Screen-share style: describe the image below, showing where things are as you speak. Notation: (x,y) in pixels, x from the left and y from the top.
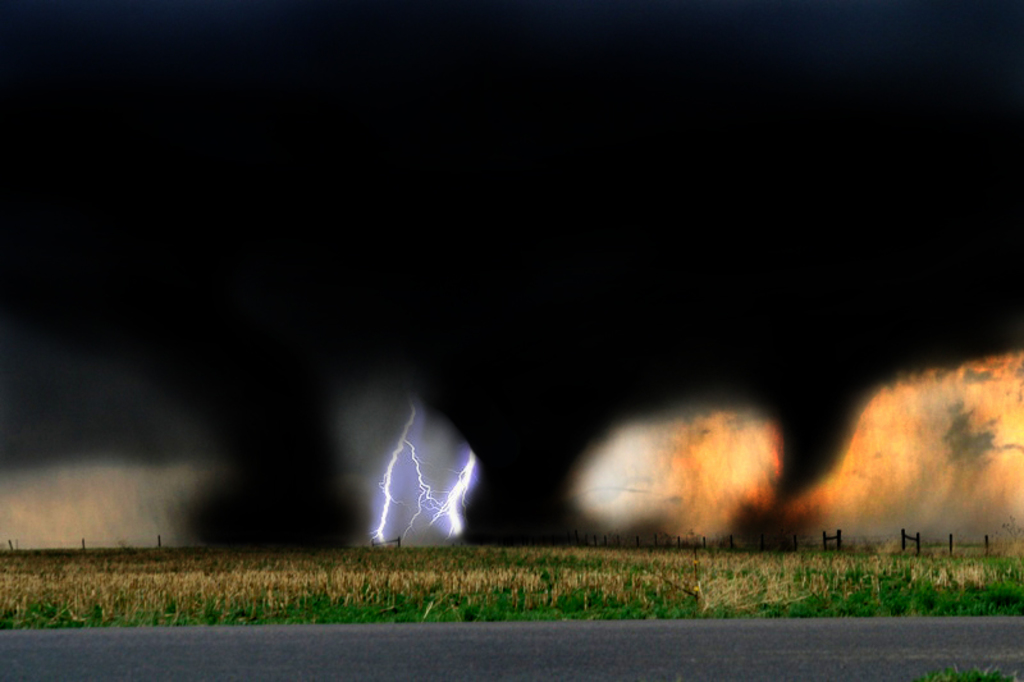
We can see road (797,650) and grass (257,581). We can see tornado (811,482) and sparkle (416,462). In the background (400,246) it is dark.
